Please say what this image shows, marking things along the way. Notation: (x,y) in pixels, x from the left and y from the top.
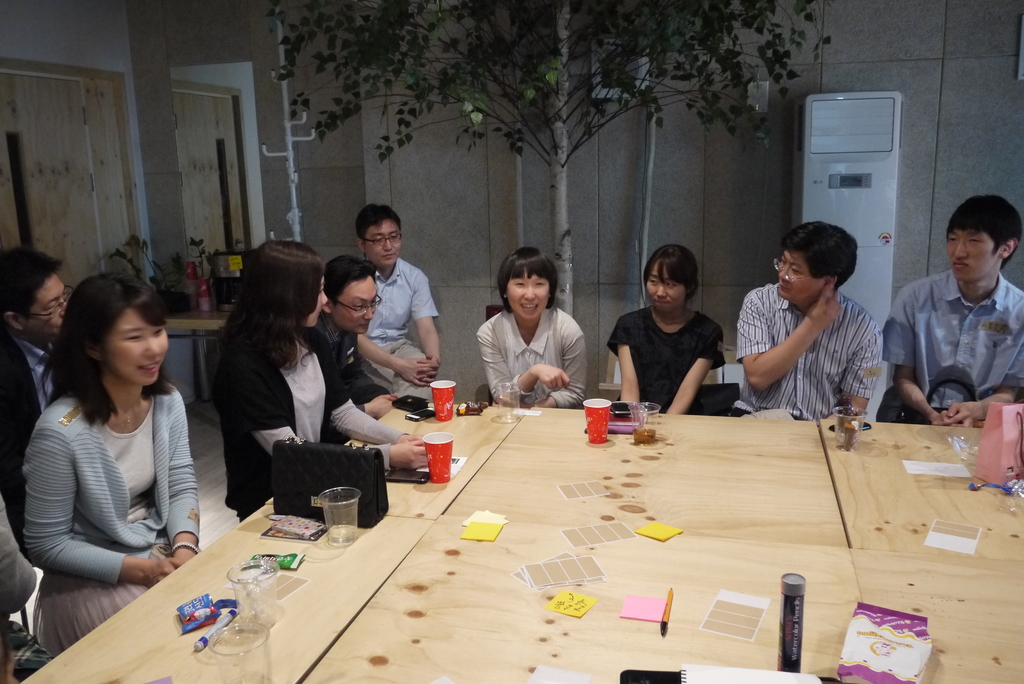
This is a picture taken in a room (526,438), there are group of people (256,345) who are sitting on a chairs (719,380) in front of the people (932,333) there is a table (733,483) on the table (551,547) there is a black color hand bag (336,474) and a disposable glass (343,511), pen (200,646), paper (666,534), carry bag (1001,434), cup (448,438) and a mobile phone (419,411). Background of this people (533,300) is a tree (559,178) and a wall (445,189).
